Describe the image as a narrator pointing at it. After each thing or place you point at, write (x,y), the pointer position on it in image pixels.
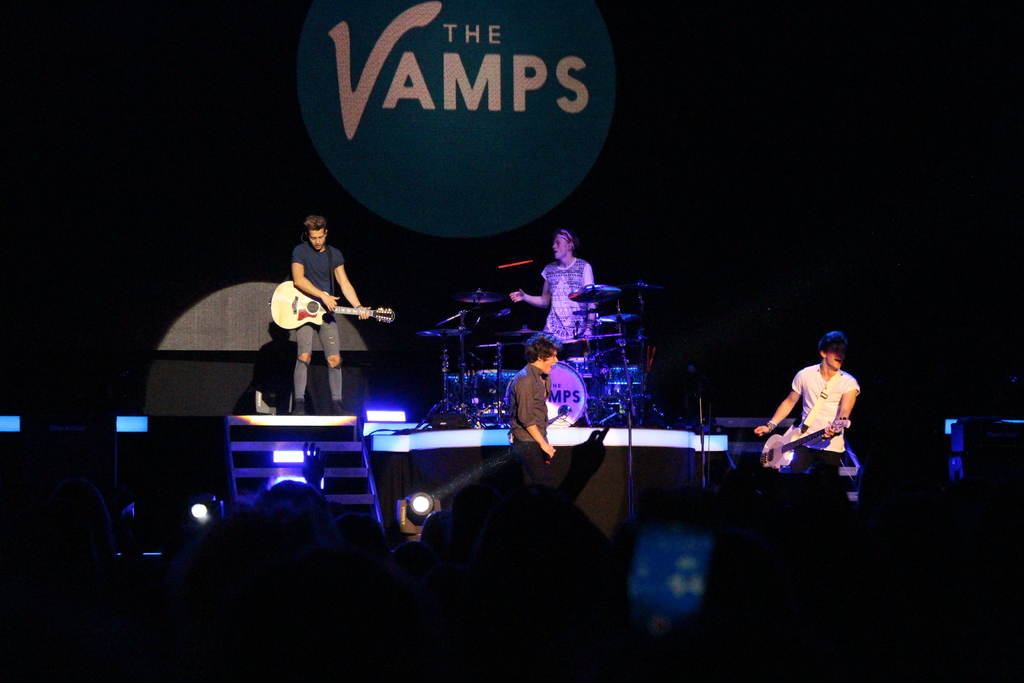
In this image I can see four people (809,377). Among them two people (300,341) are holding the guitar (295,310) and one person (531,381) is standing in front of the drum set (598,374). In the back ground (327,153) there is a board (453,90) with the name (449,52) the vamps. In front of them there are group of people (368,628).
